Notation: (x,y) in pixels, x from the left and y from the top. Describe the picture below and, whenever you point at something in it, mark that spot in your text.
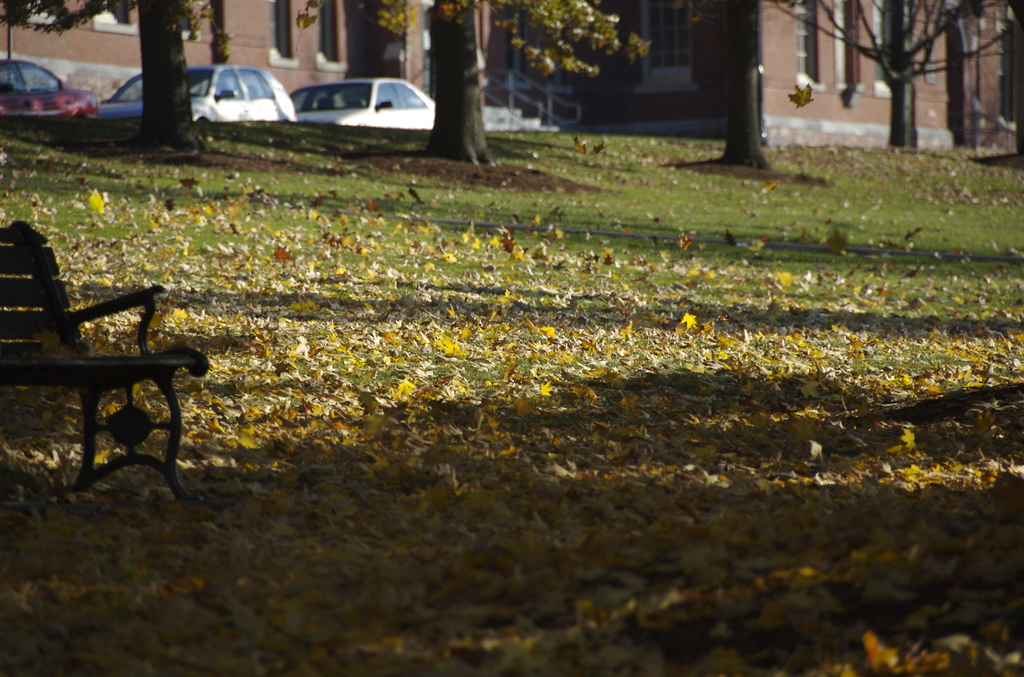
On the left side (49,305), there is a bench (12,286), arranged on the ground (157,545), on which there are dry leaves (150,518) and grass (828,191). In the background (1,78), there are trees (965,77), vehicles (15,75) on the road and there are buildings (807,29) which are having windows (1008,37).
